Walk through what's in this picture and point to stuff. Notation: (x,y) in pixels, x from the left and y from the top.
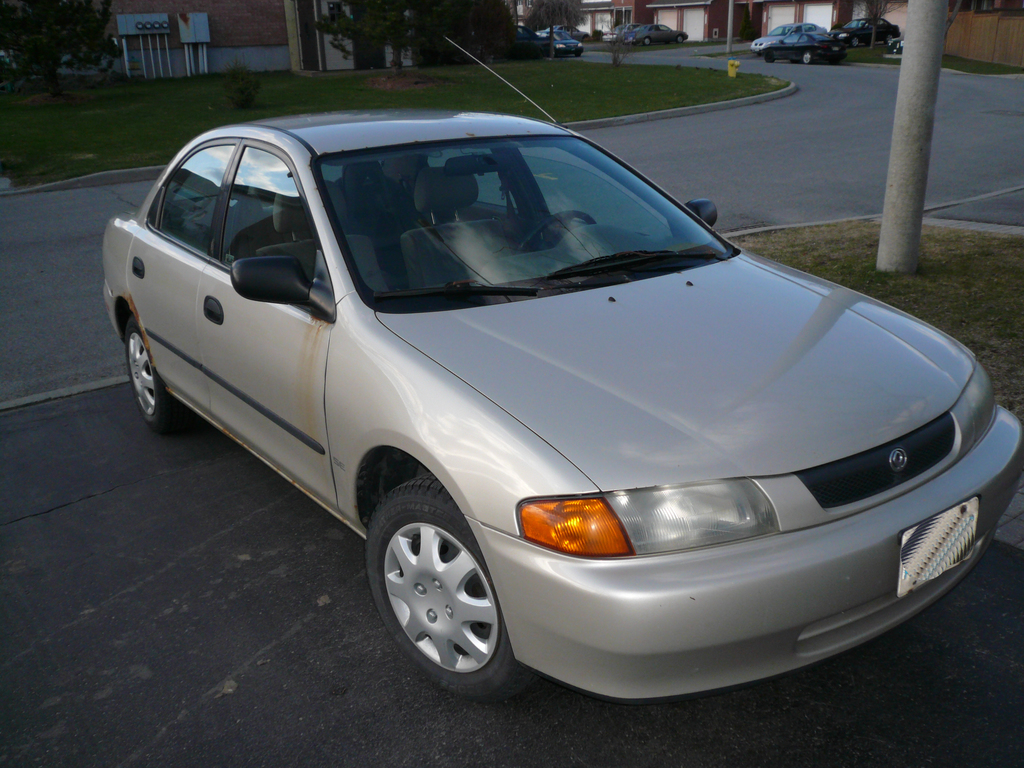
In this image we can see a car (709,435). Near to the car (709,391) there is a pole (921,212). Also there is a road (765,151). In the back (793,57) there are cars (652,30) and buildings (702,12). On the ground (347,101) there is grass (340,101). Also there are trees (509,24).
